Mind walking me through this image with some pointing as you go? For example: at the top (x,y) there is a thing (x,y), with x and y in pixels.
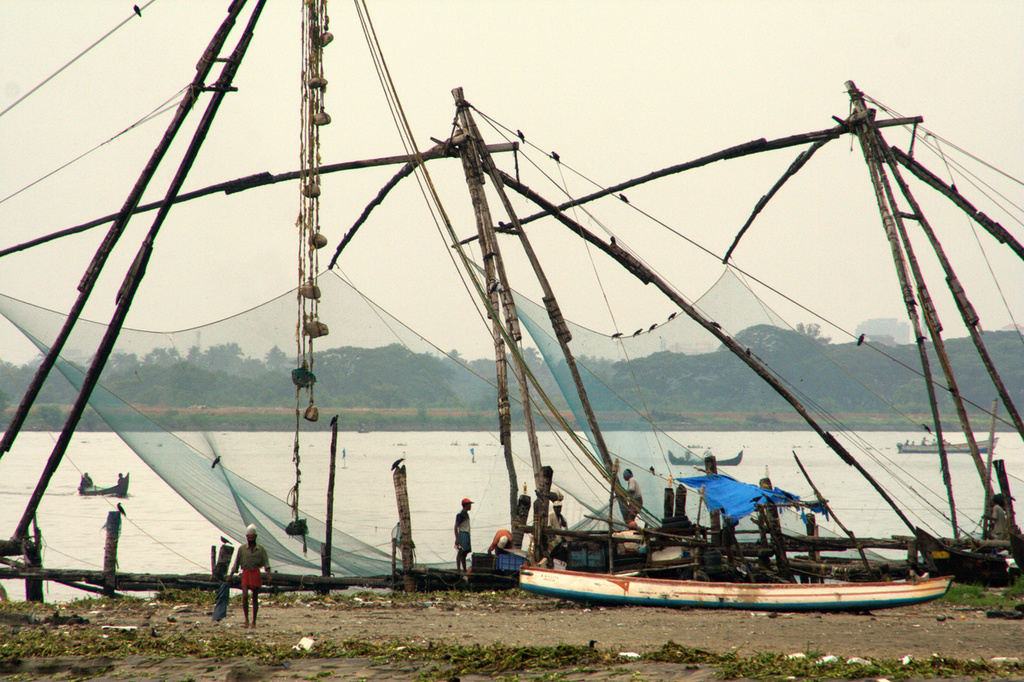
In the image we can see there are people (255,601) standing on the ground (966,597) and there are ships (678,606) standing in the water (142,507). Behind there are trees (231,352).
